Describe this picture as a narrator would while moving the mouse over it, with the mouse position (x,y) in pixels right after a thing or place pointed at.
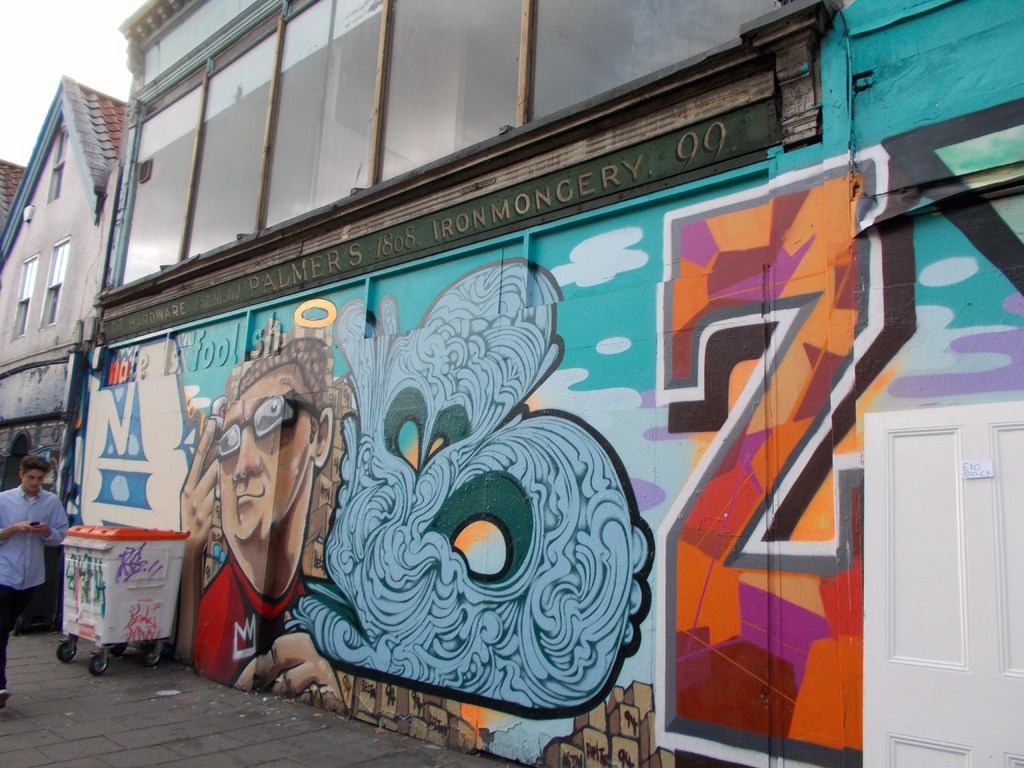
In this image, we can see an art (587,380) on the building wall (354,470). There is a person (58,511) wearing clothes (22,564) and walking beside the wall (285,626). There is a trash bin (97,605) in the bottom left of the image (83,635).
